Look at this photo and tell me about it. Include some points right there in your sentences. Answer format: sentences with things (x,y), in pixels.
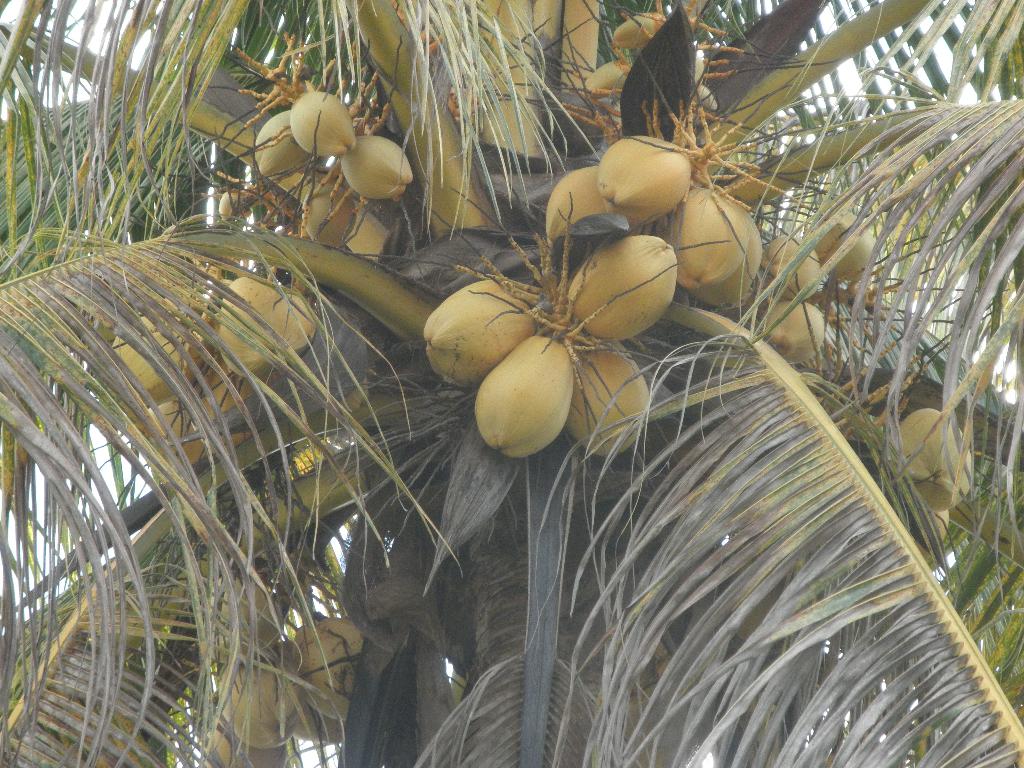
In this picture we can see a coconut tree (328,246) and few coconuts (563,361).
